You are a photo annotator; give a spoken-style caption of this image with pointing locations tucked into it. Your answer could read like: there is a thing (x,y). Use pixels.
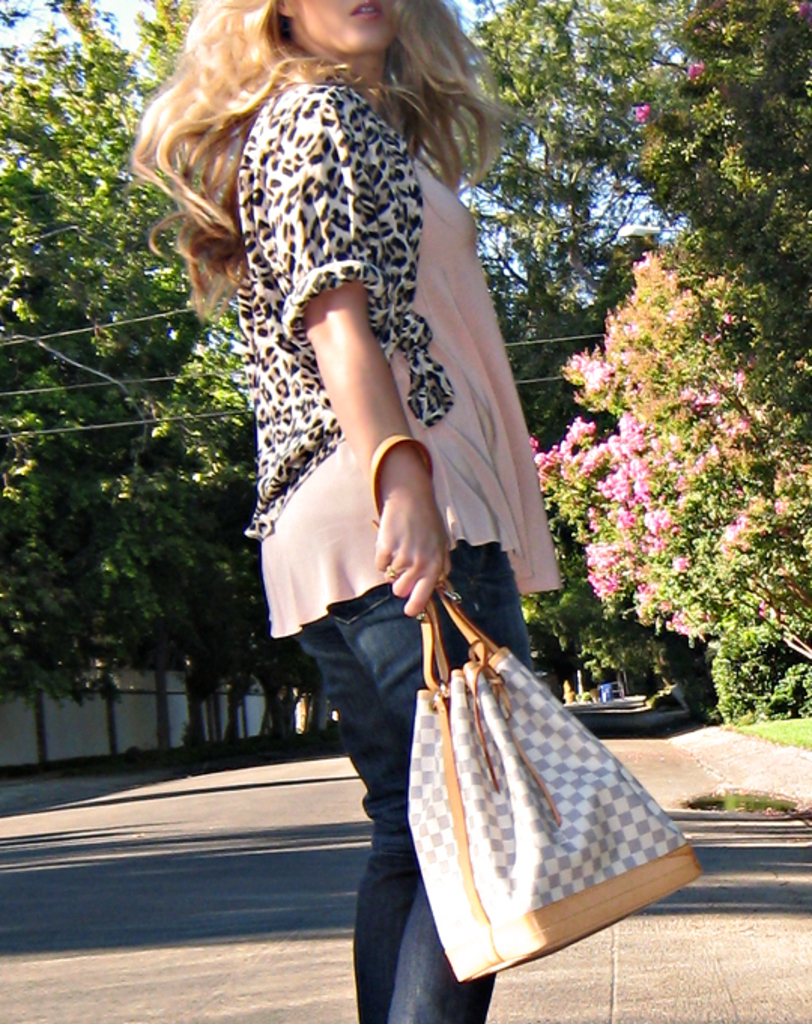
In this image there is a woman (405,522), who is standing on the road (265,852). She is holding a small bag (534,789). On right side (744,386) there is a plant (701,467) which contains a small flowers (622,460). On the top (582,53) there is a tree (588,65). On the left (115,711) there is a wall (134,732).
